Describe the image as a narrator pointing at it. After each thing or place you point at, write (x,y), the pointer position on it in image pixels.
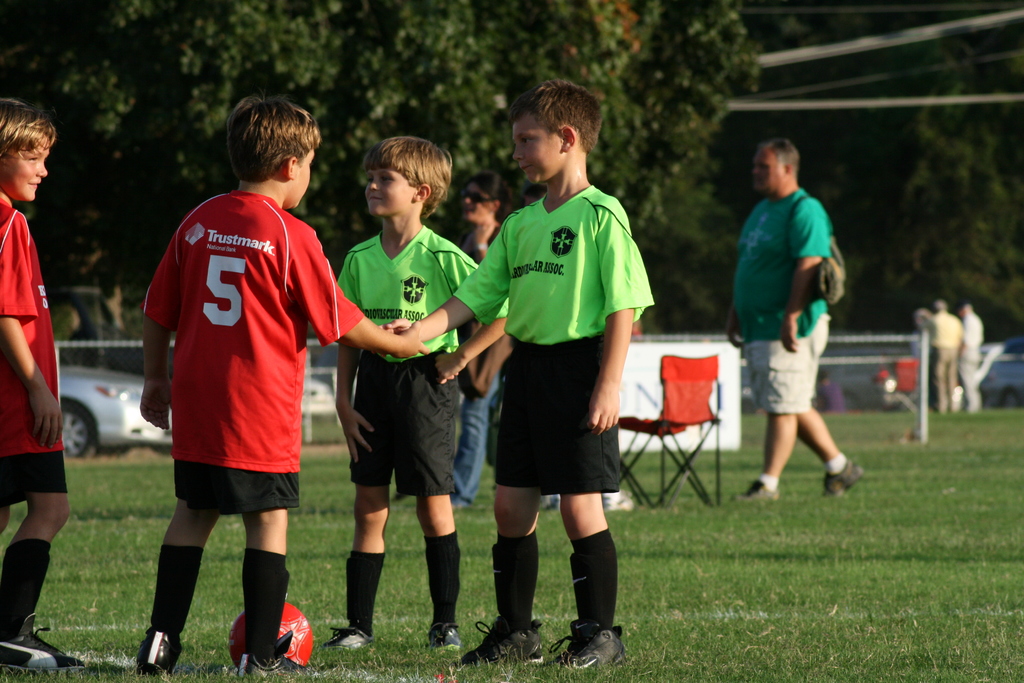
In this image, we can see few people (535,251). Here two kids (526,470) are shaking their hands (391,337). At the bottom (692,676), we can see grass (460,659), few white lines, red ball (305,635). Background (1007,384) few vehicles (105,399), chair (688,415), trees (975,180). Here we can see a person (777,358) is walking on the grass (791,523).
